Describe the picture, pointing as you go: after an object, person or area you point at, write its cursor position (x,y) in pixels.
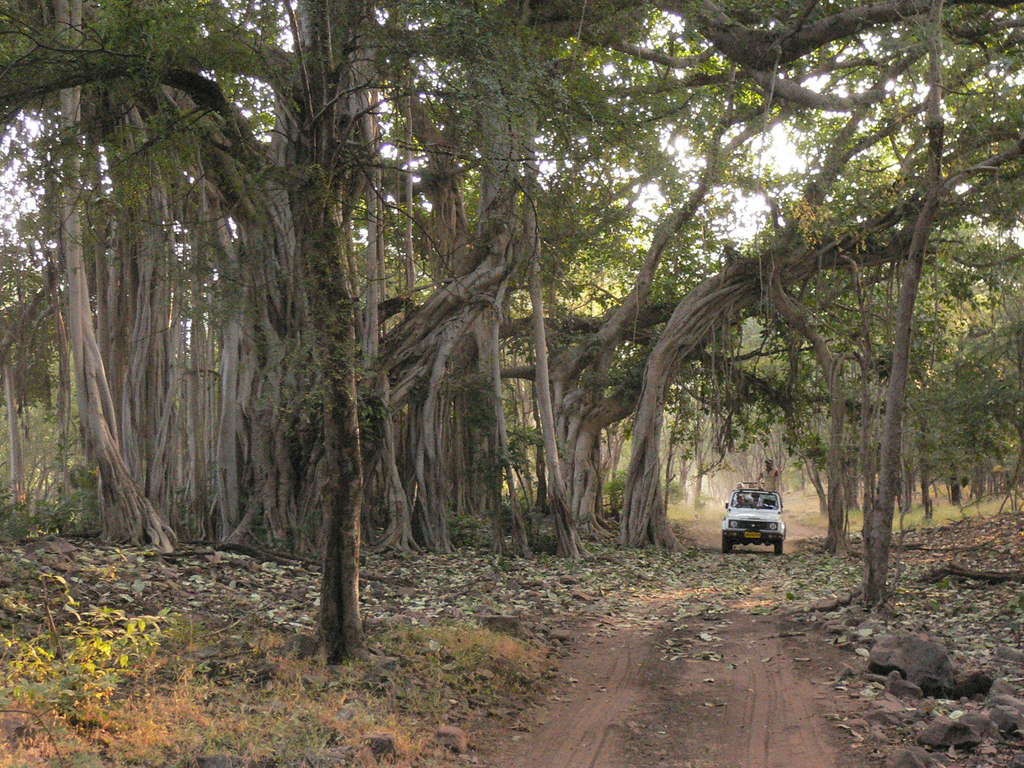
In this image I can see a vehicle (775,520) in white color. I can also see a person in the vehicle (775,496), background (773,150) I can see trees (753,317) in green color and sky (786,151) in white color.
